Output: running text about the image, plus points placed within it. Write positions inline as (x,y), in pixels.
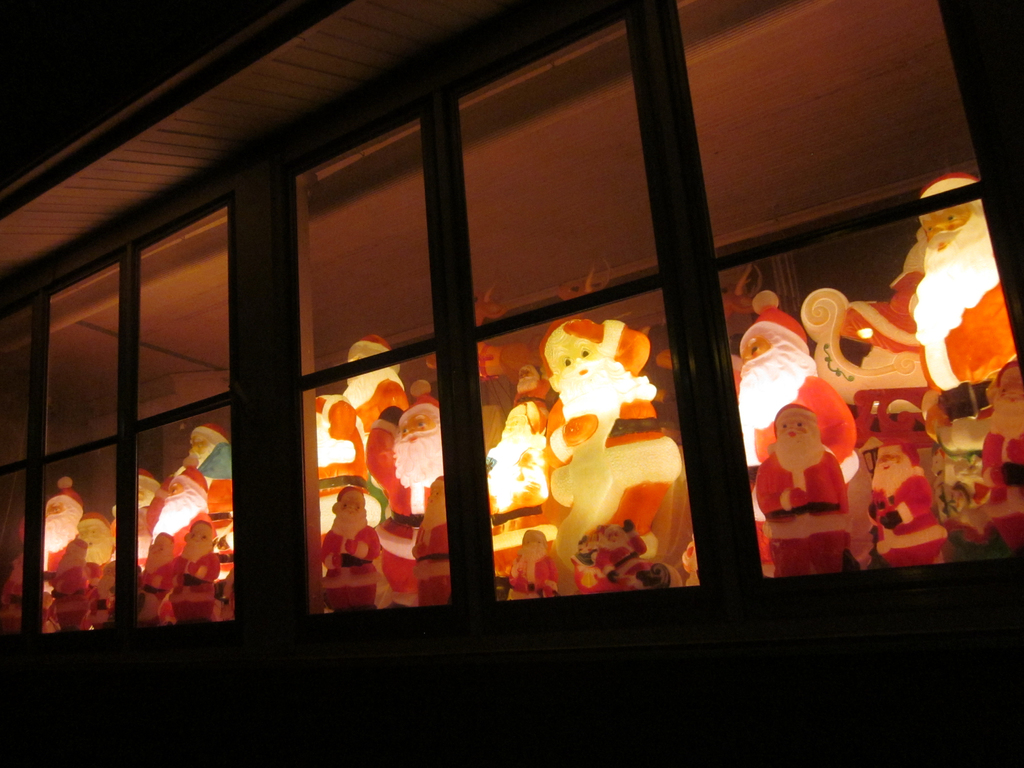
In the image there is a window (130,331) and inside the window (300,493) there are many dolls (968,316) of the Santa Claus (408,436).
